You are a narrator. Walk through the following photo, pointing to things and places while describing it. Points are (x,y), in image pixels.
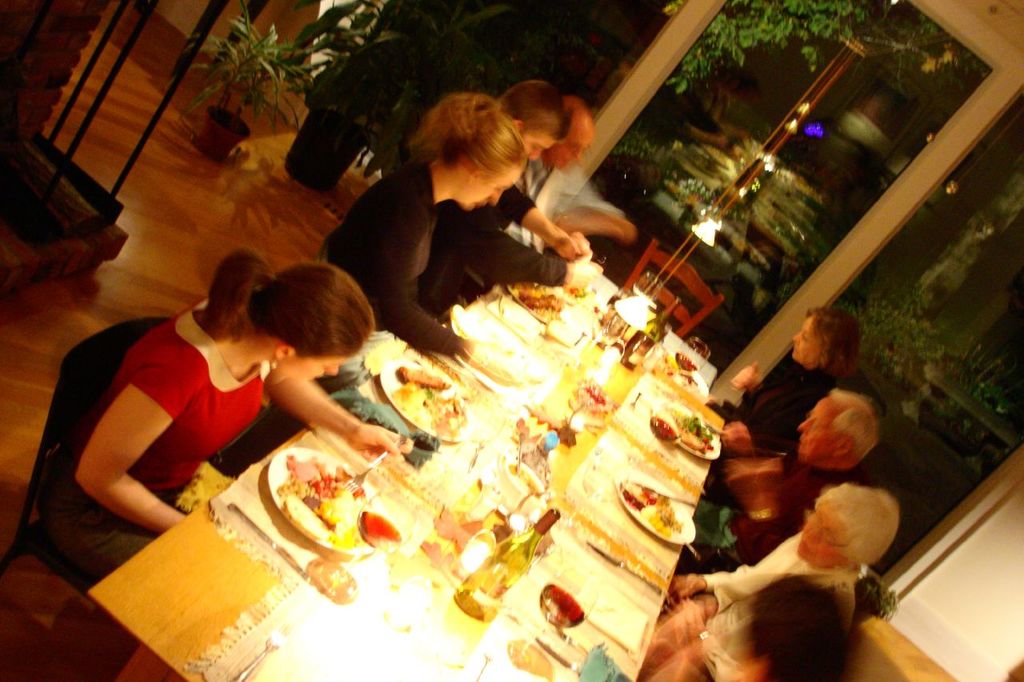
This picture is clicked in restaurant (416,519). Here, we see eight people (519,234) sitting on either side of the table (370,471). On table (360,604), we see many plates (360,500), spoons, forks (349,483), alcohol bottle (471,597) and glasses (381,526) are placed. Beside them, we see glass door (769,209) and beside that we see plant (770,41).
